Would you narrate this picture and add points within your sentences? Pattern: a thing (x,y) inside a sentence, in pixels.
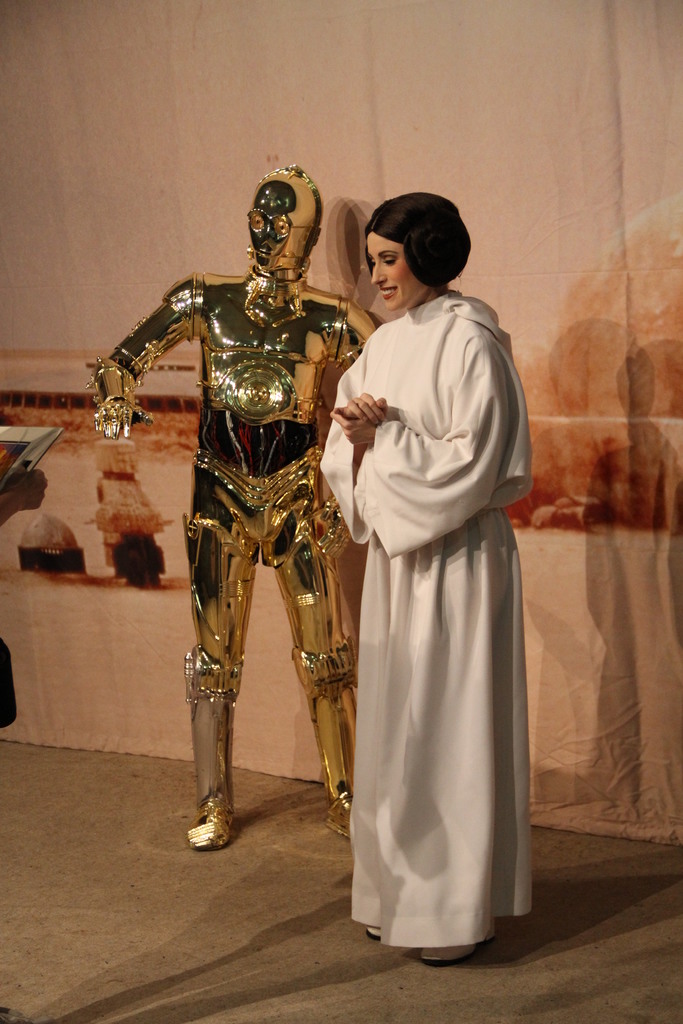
In the center of the picture (388,412) there is a woman (395,485) in white dress (395,485). On the left (211,676) there is a robot (253,407). In the background (240,139) it is curtain (208,169). On the left (37,487) there is a person (28,477) standing, holding a frame (32,443).
